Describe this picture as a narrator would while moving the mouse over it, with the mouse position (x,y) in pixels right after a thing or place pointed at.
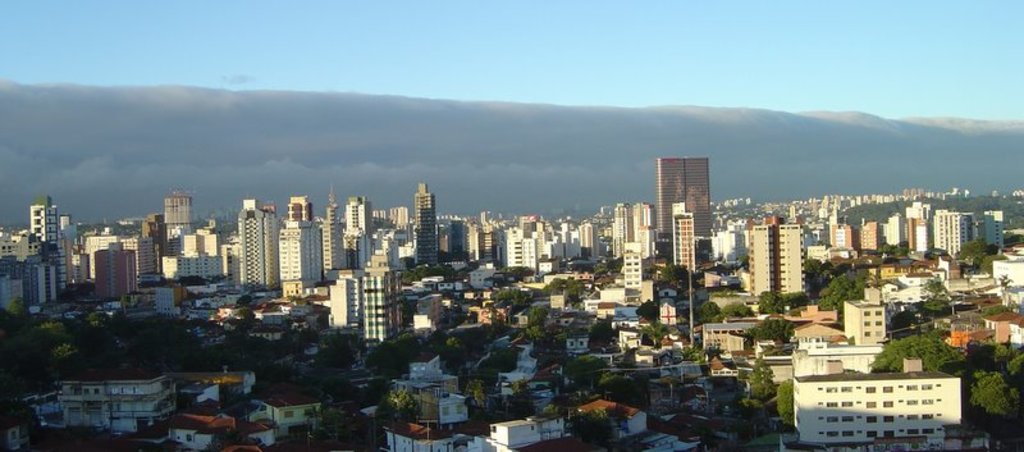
In this image I can see few buildings (700,228), windows (700,228), trees (484,414), poles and the sky (638,101) is in grey and blue color.
